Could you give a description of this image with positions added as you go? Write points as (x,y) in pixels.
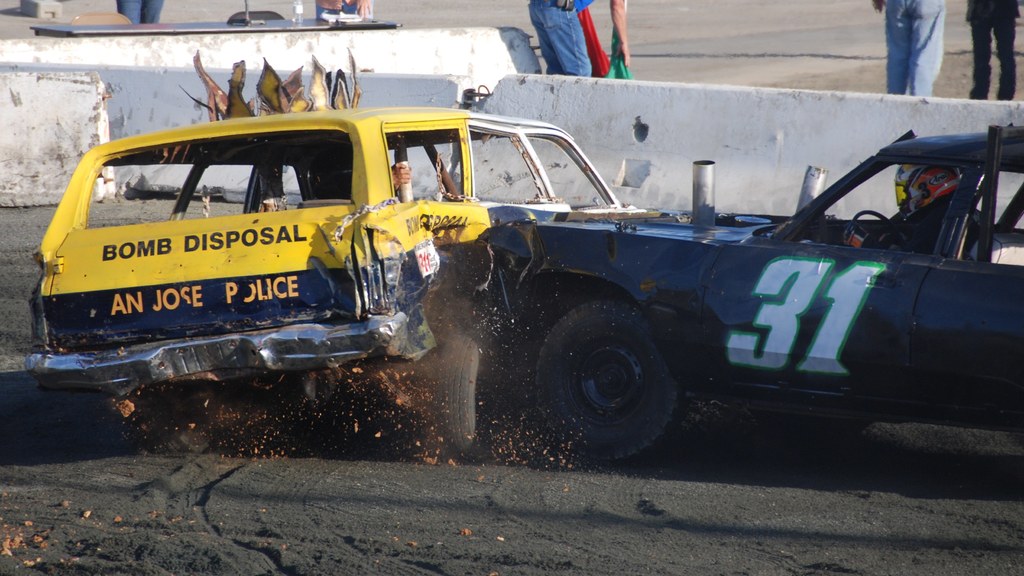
In this image there are two vehicles (222,362) on the path (843,473), and at the background (517,173) there is a wall (535,90) and some people (918,67) are standing.
